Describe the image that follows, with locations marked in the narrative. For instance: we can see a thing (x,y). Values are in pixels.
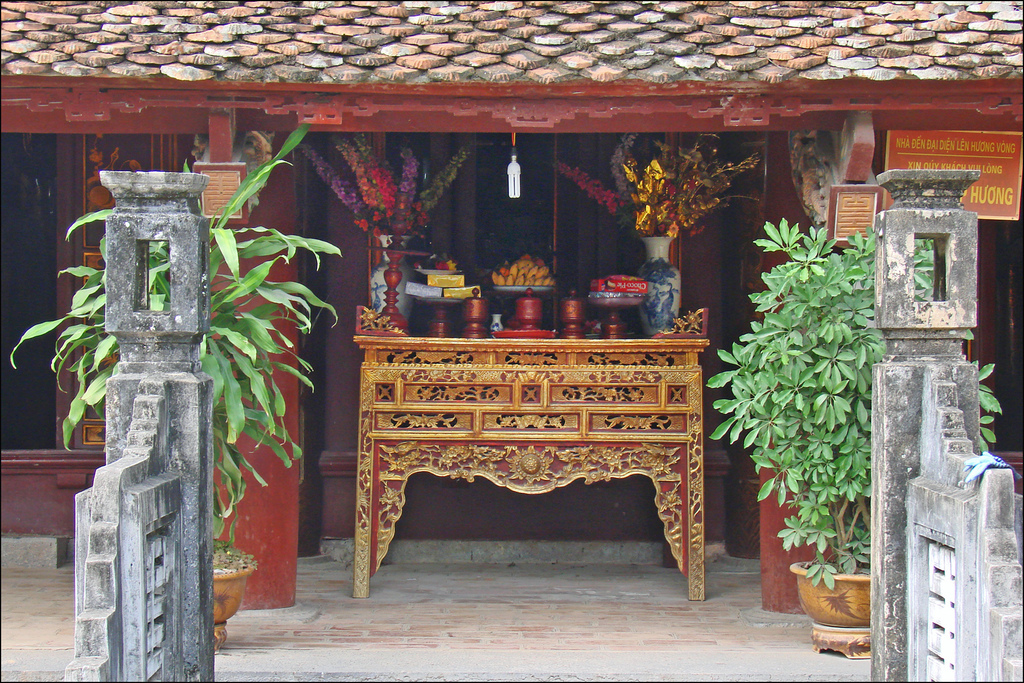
In this image there is a table (435,402) under the roof (1016,8) of a house (503,206). On the table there are few flower vases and plates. On the plates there are few fruits (528,282) and boxes (445,279). Both sides of the table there are two pots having plants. Before it there are pillars (875,599). A light (512,164) is hanging from the roof (470,106).
